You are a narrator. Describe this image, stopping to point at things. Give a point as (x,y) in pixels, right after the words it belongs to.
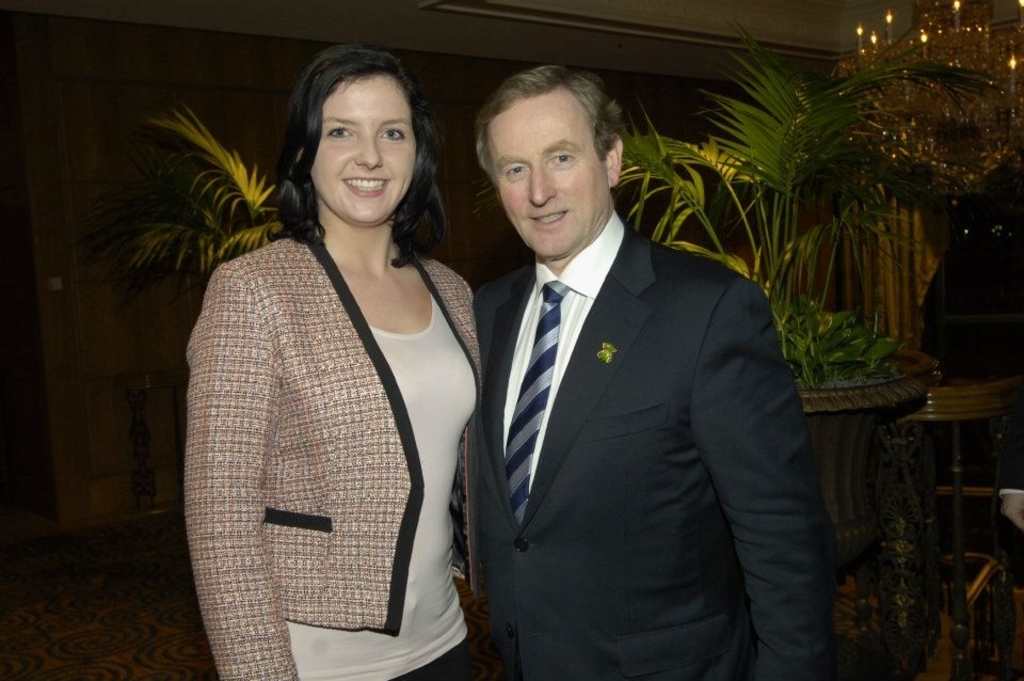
On the left side (317,84), there is a woman (428,470) in white color t-shirt (430,516), smiling and standing. Beside her, there is a person (676,293) in a suit (650,400), smiling and standing. In the background (857,263), there are plants (773,67). And the background (158,39) is dark in color.
